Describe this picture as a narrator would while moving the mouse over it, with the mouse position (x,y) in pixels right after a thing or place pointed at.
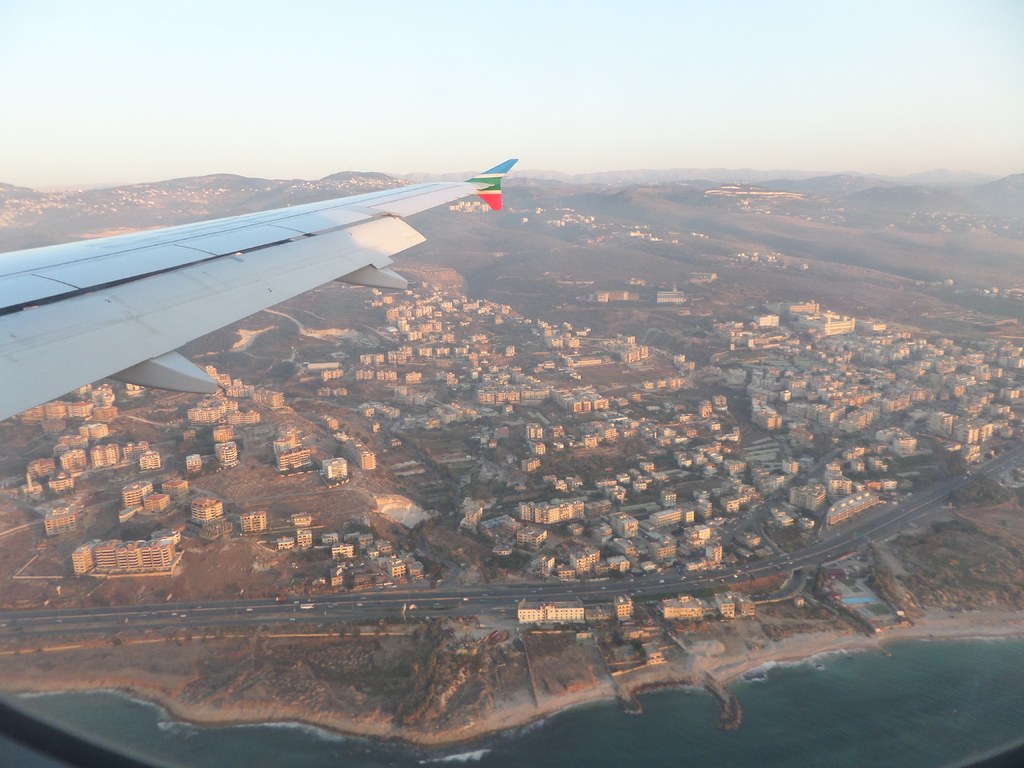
This is a top view of the image, we can see an airplane (26,273) flying, there are few buildings (283,542), vehicles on the road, mountains (752,188) and water (823,718), in the background (628,126) we can see the sky (764,138).
